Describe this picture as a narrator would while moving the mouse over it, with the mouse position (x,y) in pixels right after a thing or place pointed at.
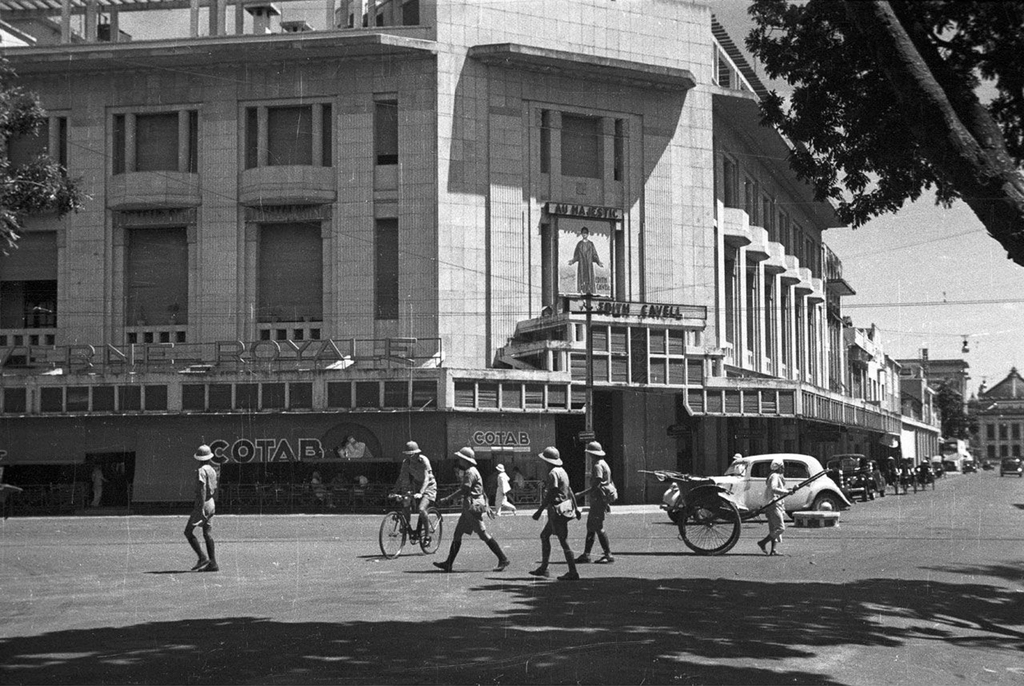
At the bottom of this image (430,469), there are persons (198,489) and vehicles (964,468) on the road (89,543). On the left side (31,105), there is a tree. On the right side (939,76), there is a tree (922,134). In the background (939,366), there are buildings (724,336), cables (919,245) and there are clouds (966,271) in the sky (907,235).
